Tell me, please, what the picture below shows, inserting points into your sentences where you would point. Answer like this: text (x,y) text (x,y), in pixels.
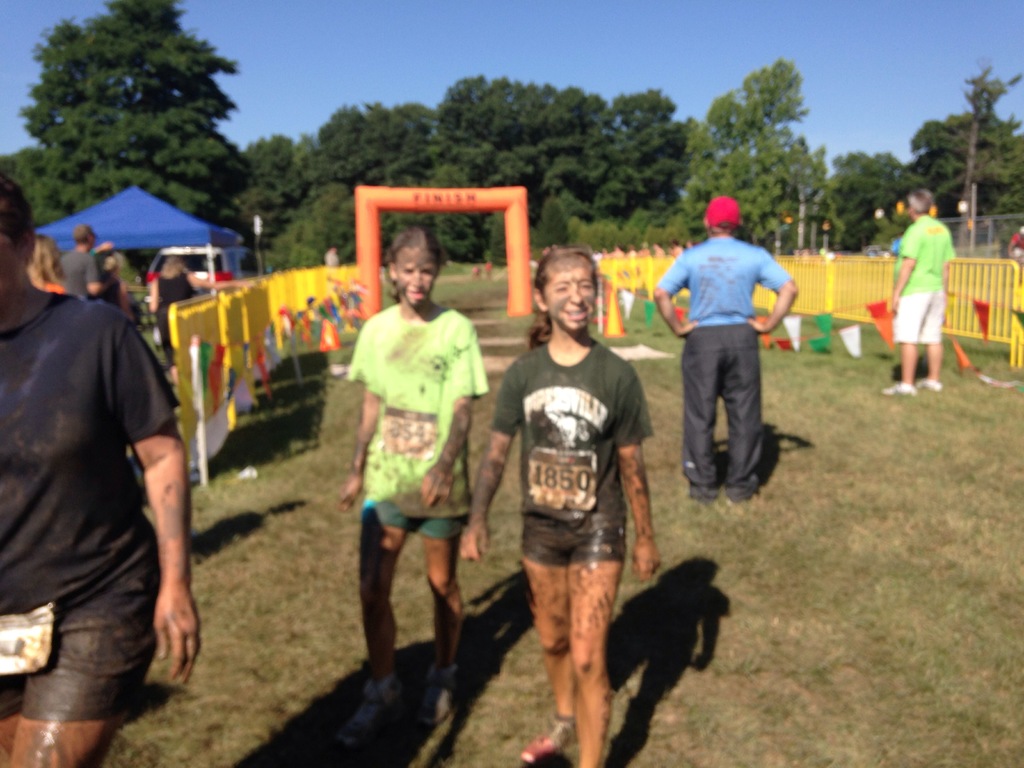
In this image two women (380,345) are walking on the grassland (867,644). Left side (94,414) there is a person (24,764) walking on the grassland (830,680). Behind him there are few persons (123,280) standing. Beside them there is a fence (277,295). Behind the fence (242,299) there is a tent (139,217). Right side (702,385) two persons (719,321) are standing on the grassland (894,438) having a fence (860,290). Behind the fence (990,288) there are few persons (1016,236). Background (195,155) there are few trees (785,139). Top of the image (579,63) there is sky (554,58).
